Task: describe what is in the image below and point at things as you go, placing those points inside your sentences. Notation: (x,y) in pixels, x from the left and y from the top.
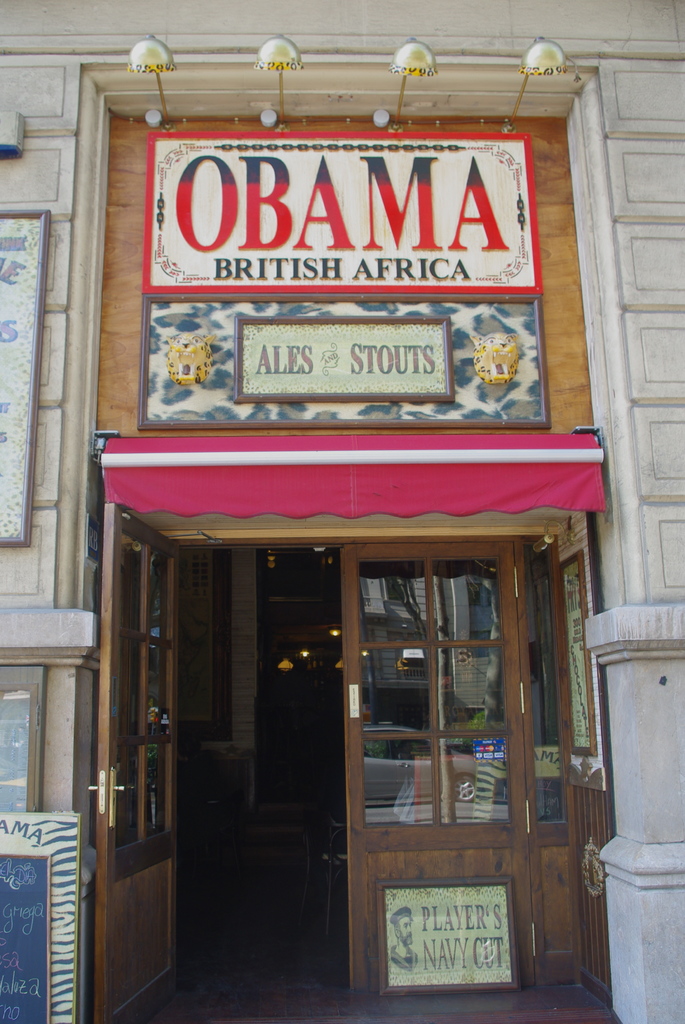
In this image we can see there is a store (331,752). There are doors (424,702). There is something written on the store (366,276). There is a board (452,973).
